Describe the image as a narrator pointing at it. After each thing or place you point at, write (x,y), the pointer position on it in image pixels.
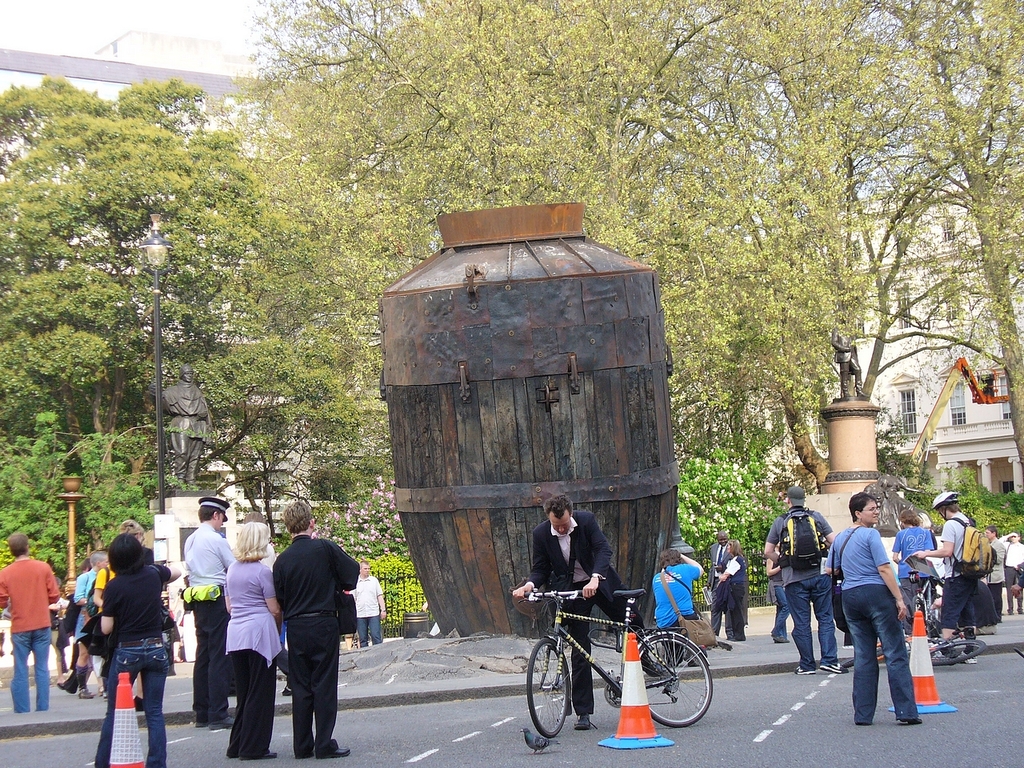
Here in this picture we can see many people (294,653) are standing on the road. There is traffic cone (919,651). And one person (589,634) is climbing the bicycle (566,641). On the footpath (495,667) we can see a wooden type of hut (542,409). On the footpath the blue color t-shirt man (675,591) is taking a photograph. Behind them there is a tree (271,229). There is a street light pole (164,241). To the right side (912,373) we can see a building (899,371).
